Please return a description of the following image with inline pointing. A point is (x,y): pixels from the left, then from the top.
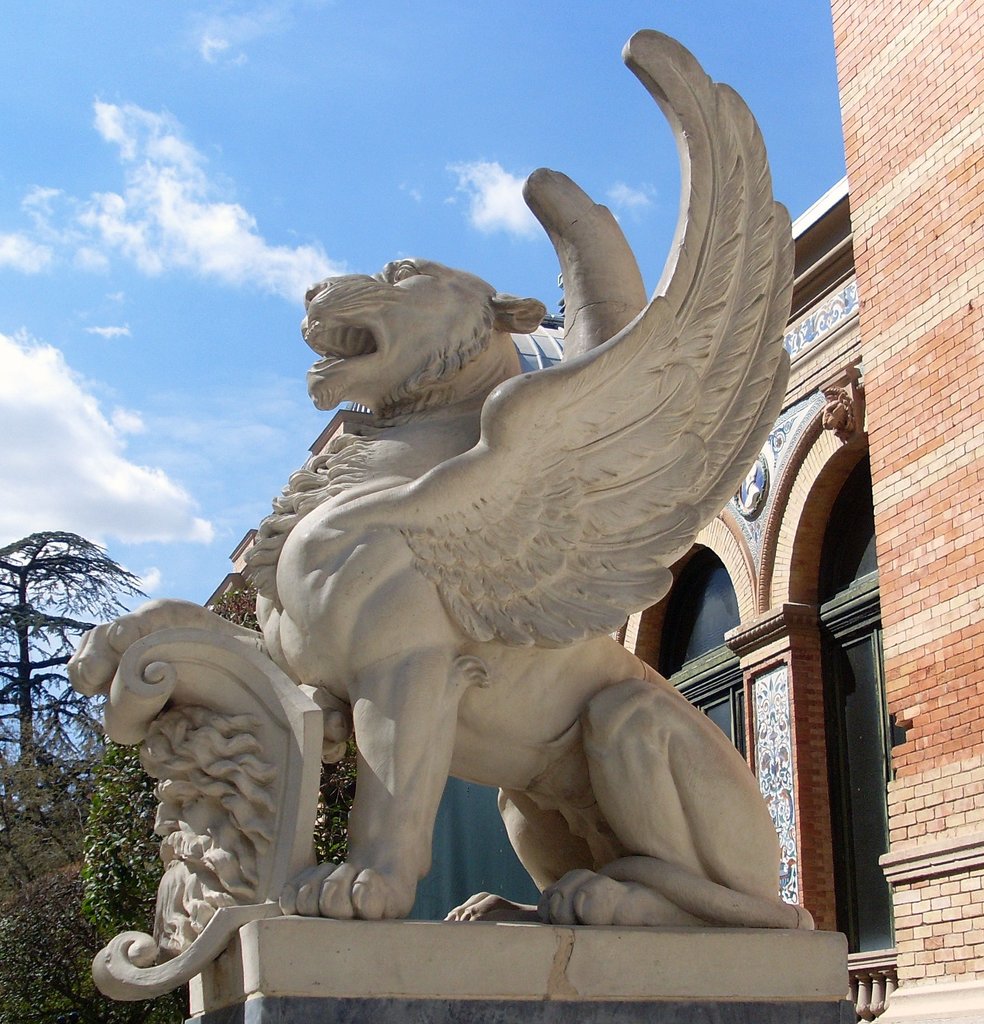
This picture is clicked outside. In the foreground (500,805) we can see the sculpture (444,413) of a lion (475,500). In the background (836,455) we can see the building (886,321) and we can see the brick wall (912,78) of the building (810,489) and we can see the sky (228,209) and trees (154,845).
